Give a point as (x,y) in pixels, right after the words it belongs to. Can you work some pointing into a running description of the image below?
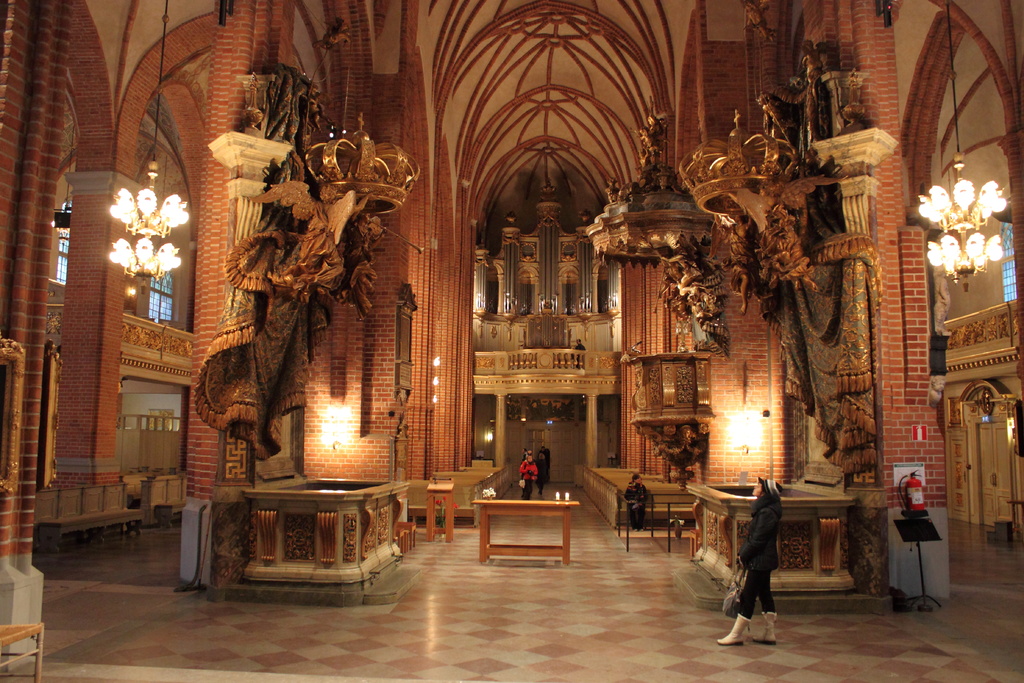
In this picture there are people (747,552) and we can see objects (556,500) on the table (492,511). We can see benches (469,513), chandeliers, crowns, statues (280,299), boards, fire extinguisher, objects (918,554) and floor (952,533). In the background of the image (1016,261) we can see windows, lights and railings (134,336).
